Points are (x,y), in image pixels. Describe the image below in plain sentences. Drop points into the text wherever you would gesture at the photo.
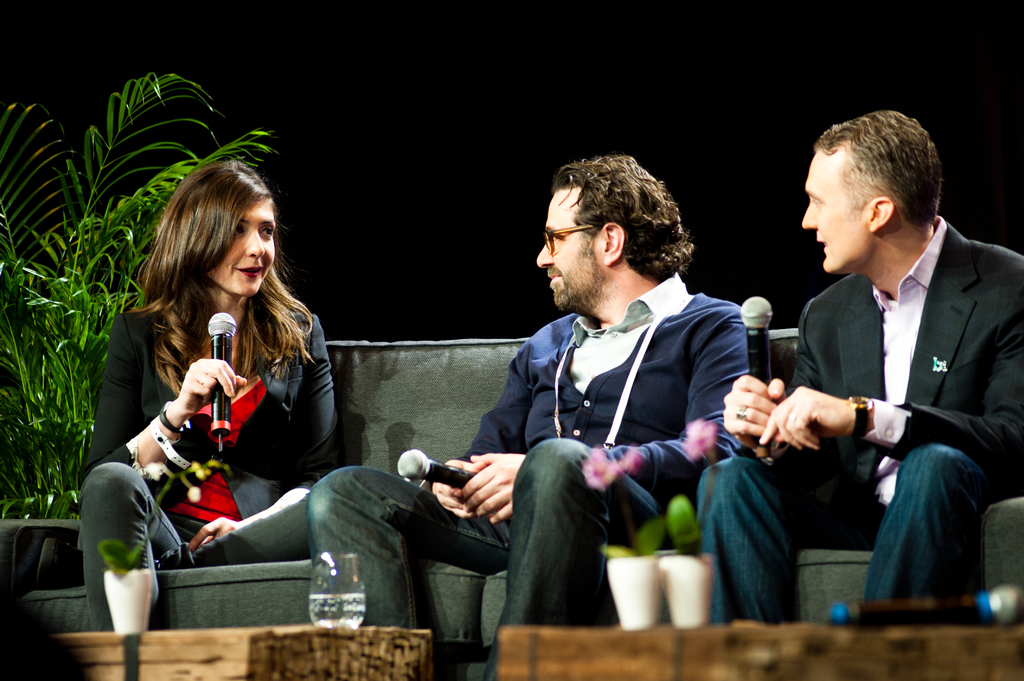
In a right two boys (922,128) are sitting and looking at the girl (259,314) and here a boy (951,343) is wearing a black color coat (962,384) and a wrist watch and in the left (281,426) a woman (328,370) is sitting on the Sofa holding a microphone (222,446). She wear a red color dress (210,507) and looking at the right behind her there is a plant (59,403) there is a water glass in front of them.
